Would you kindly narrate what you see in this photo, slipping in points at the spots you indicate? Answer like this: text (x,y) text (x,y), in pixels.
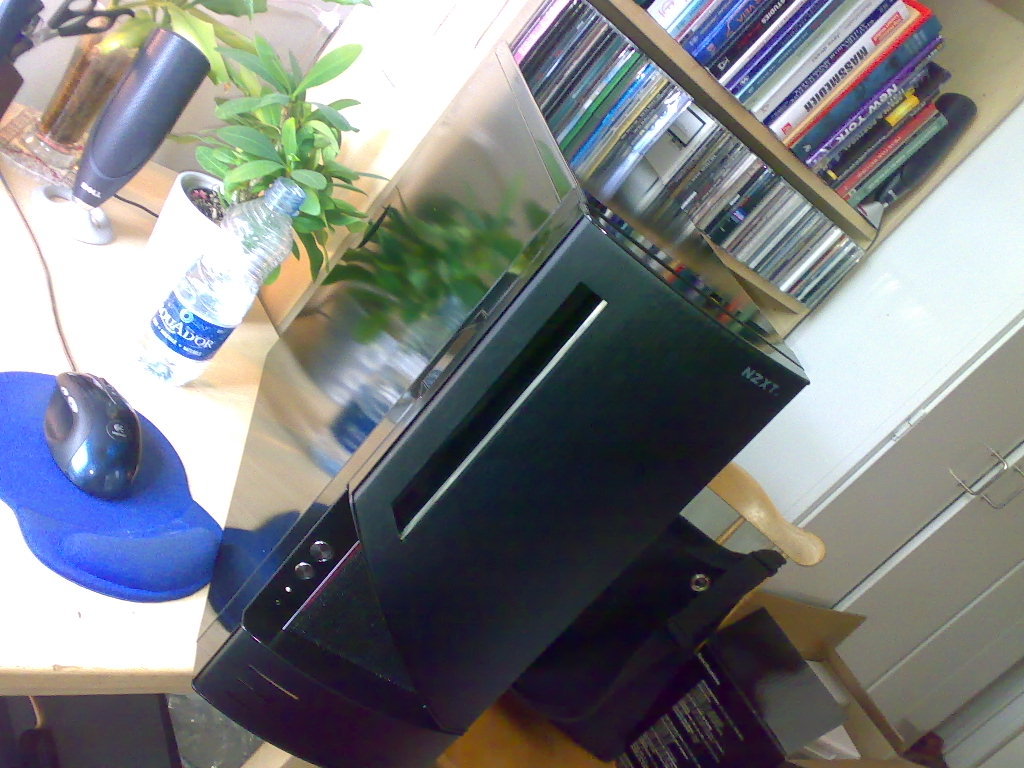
In this picture we can see black CPU (363,740), placed on the table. Beside there is a mouse (119,417) and plant pot (179,200). Behind there is a rack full of the books (606,159).
